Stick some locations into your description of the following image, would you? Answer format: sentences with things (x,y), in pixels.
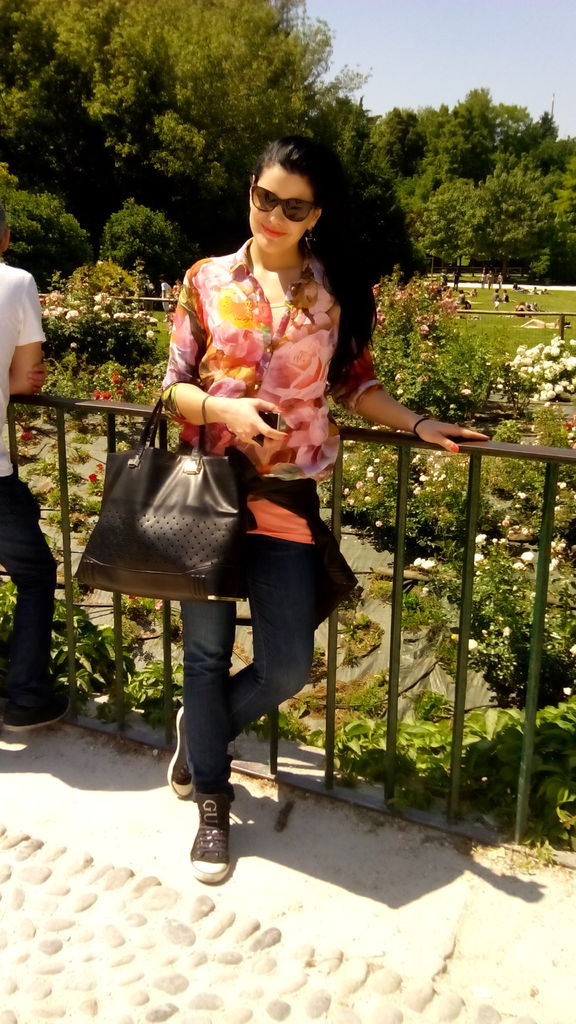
In the center of the image (235,619) there is a lady (201,635) standing she is holding a handbag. There is a man (33,714) standing next to her. In the background (472,218) there is a sky (423,80), trees (448,115), bushes (436,287) and there are also some people (498,302) sitting on the grass (509,317).
